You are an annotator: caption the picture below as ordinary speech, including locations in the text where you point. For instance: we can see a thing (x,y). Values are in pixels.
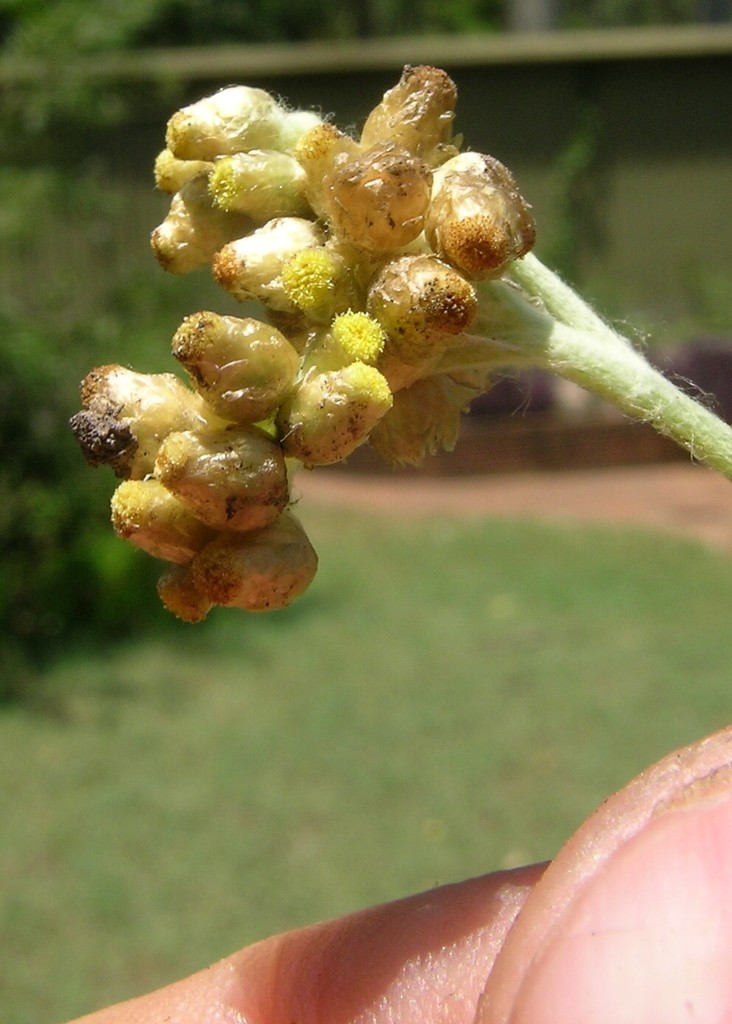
In this picture we can see a flower bud (342,325) holding in his hand (384,1004) and in the background (463,679) we can see grass (473,524), path (514,493), trees (296,39) and it is blurry.
